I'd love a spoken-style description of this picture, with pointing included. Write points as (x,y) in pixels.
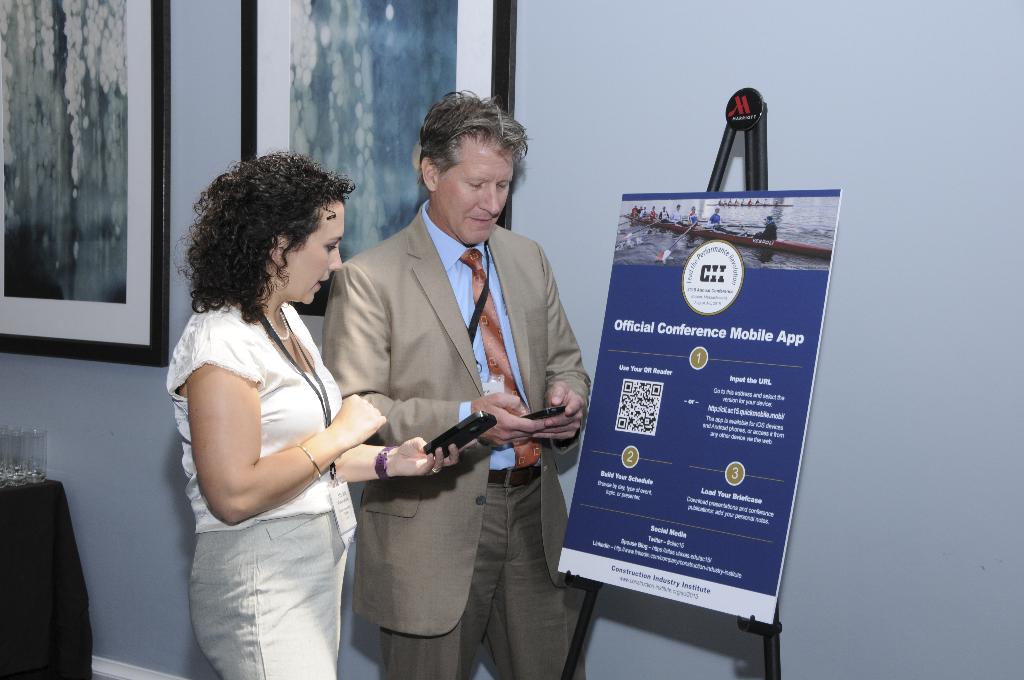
In this image I can see two people (390,425) standing in-front of the board (591,475). These people (443,374) are wearing the different color dresses (332,392) and holding the mobiles (481,419). The board (638,383) is in blue color and something is written on it. In the back (430,68) I can see frames (370,84) to the wall (597,68). To the left (31,477) there are glasses (10,452) on the table (19,522).
